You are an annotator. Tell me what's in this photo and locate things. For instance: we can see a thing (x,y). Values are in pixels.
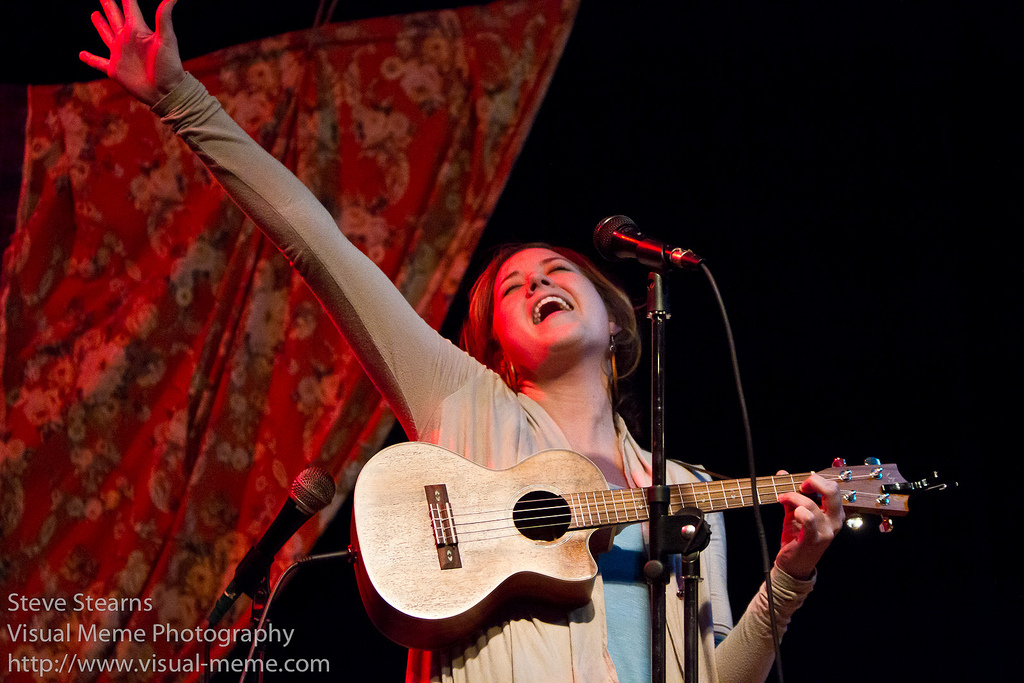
Here we can see a woman (605,291) playing a guitar (562,483) and singing with microphone (626,260) in front of her
